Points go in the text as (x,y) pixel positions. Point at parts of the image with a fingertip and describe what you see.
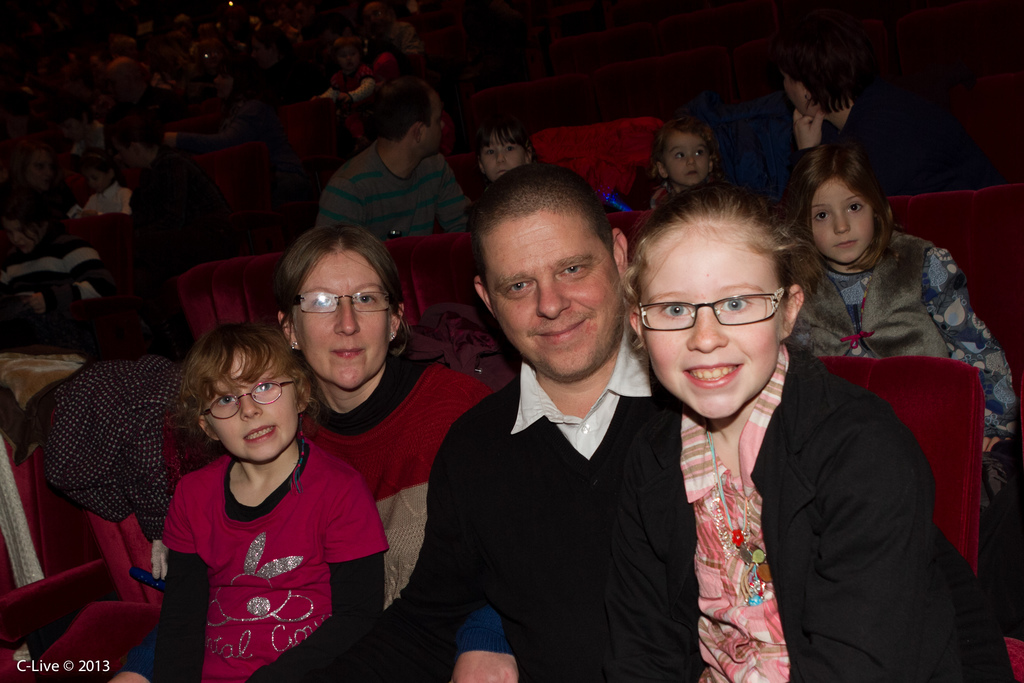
In this image we can see a group of people (363,436) sitting on the chairs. In that we can see two children (363,524) sitting on the lap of a man (556,634) and a woman (387,589). On the left side (35,403) we can see a cloth (95,370) and some text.
